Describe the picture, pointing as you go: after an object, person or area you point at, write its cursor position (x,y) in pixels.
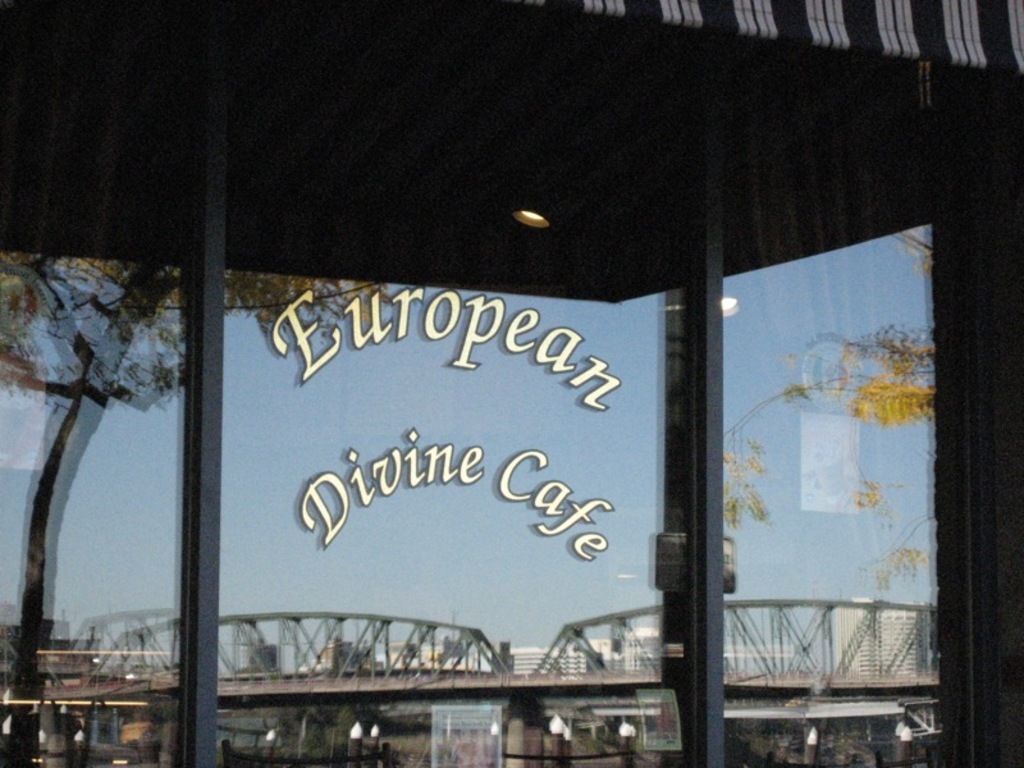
In this image I can see a bridge (448,691), two poles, a light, a shed (534,158) and few trees (65,420). In the background (885,566) I can see few buildings (553,655) and the sky (464,433).
